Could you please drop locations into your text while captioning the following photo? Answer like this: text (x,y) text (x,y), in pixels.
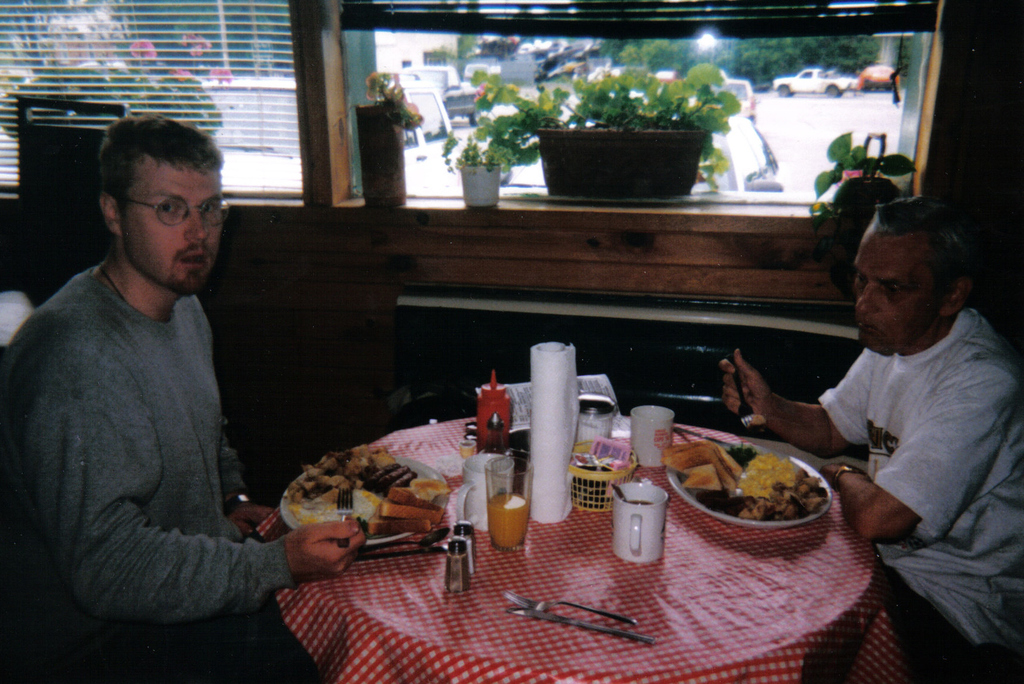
There are two persons (881,321) sitting on chair (509,352) and there is a table (677,508) in front of them which has some eatables (706,459) on it and there are small plants (555,110) beside them.
